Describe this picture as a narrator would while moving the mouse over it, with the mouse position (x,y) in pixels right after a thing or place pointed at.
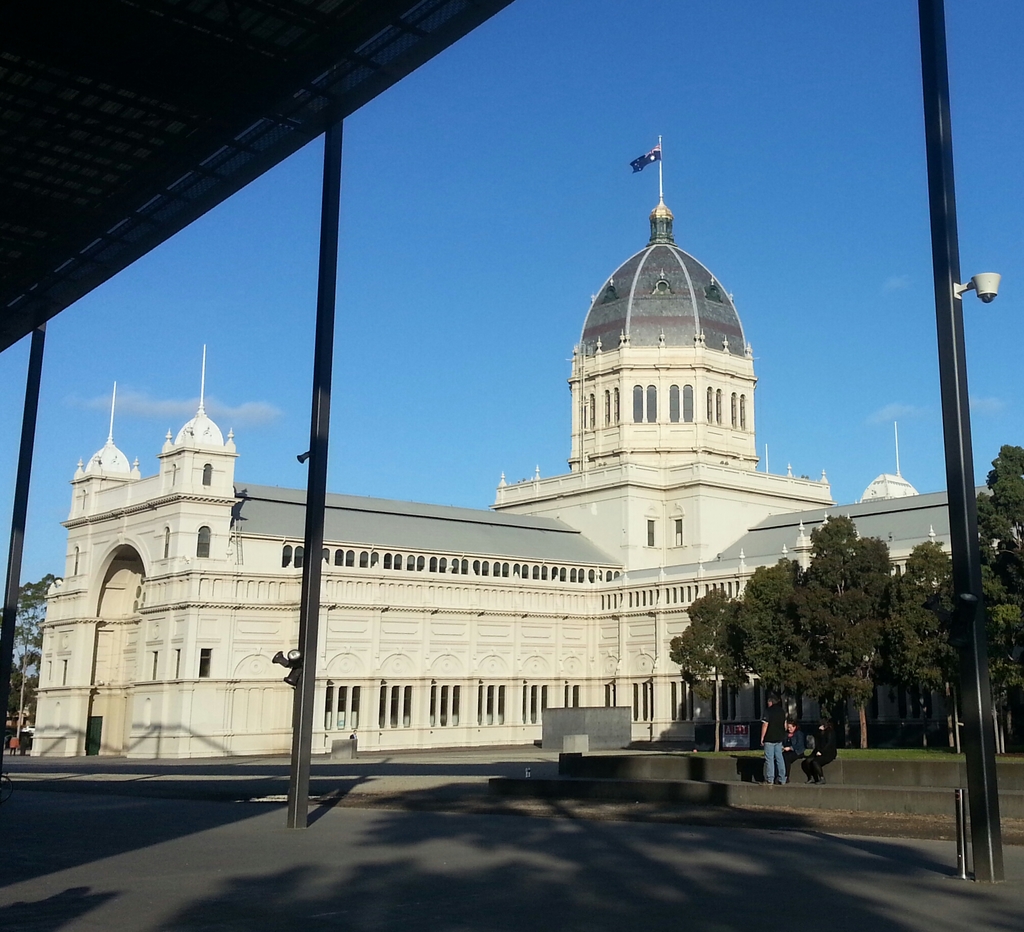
Building (542,531) with windows (489,693). Here we can see flag (653,149), trees (1010,608) and people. Sky (556,114) is in blue color.
